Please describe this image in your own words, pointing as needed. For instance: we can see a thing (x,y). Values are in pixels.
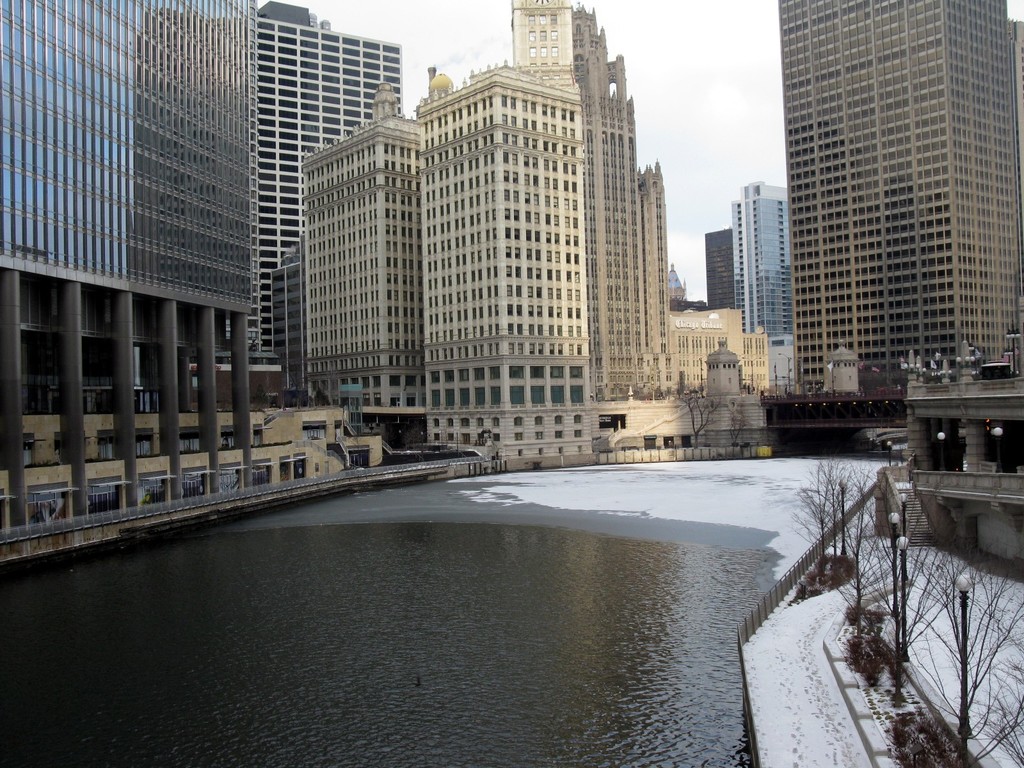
In this image in the foreground (644,558) there is water body (568,547). In the background (500,397) there are buildings (775,341). Here there is a bridge (858,399). In the right (846,560) there are trees (1013,729), street lights (895,541), plants (872,648), on the ground (813,701) there is snow (801,641). This is a boundary (756,613).
